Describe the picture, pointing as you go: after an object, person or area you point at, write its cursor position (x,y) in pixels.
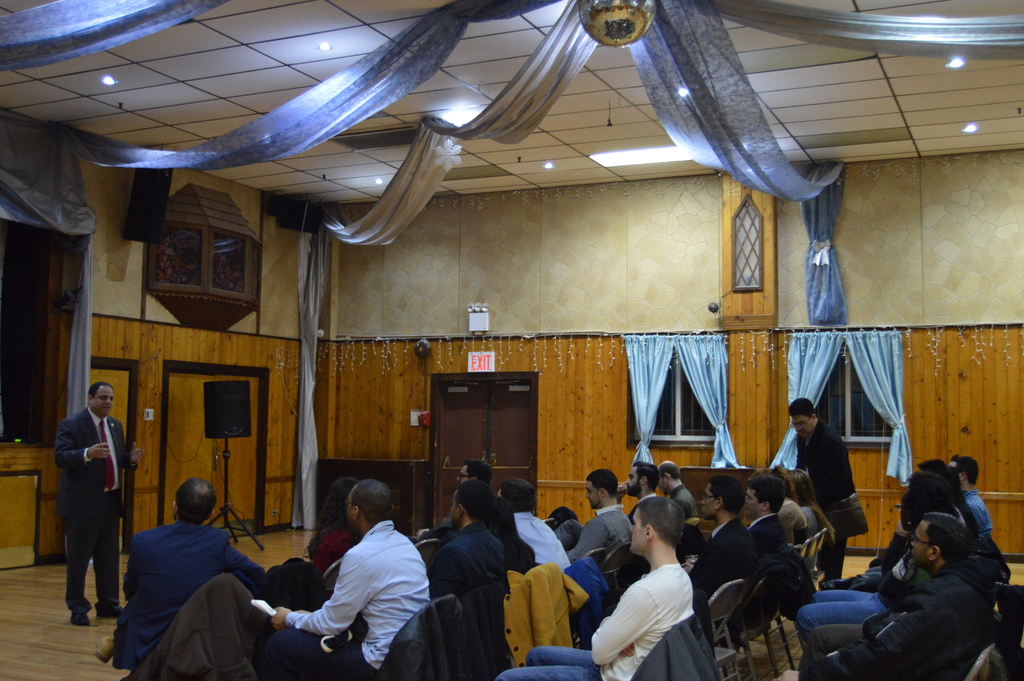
In this picture we can see a group of people (642,617), some people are sitting on chairs (767,629), some people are standing and in the background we can see a door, windows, curtains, lights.
